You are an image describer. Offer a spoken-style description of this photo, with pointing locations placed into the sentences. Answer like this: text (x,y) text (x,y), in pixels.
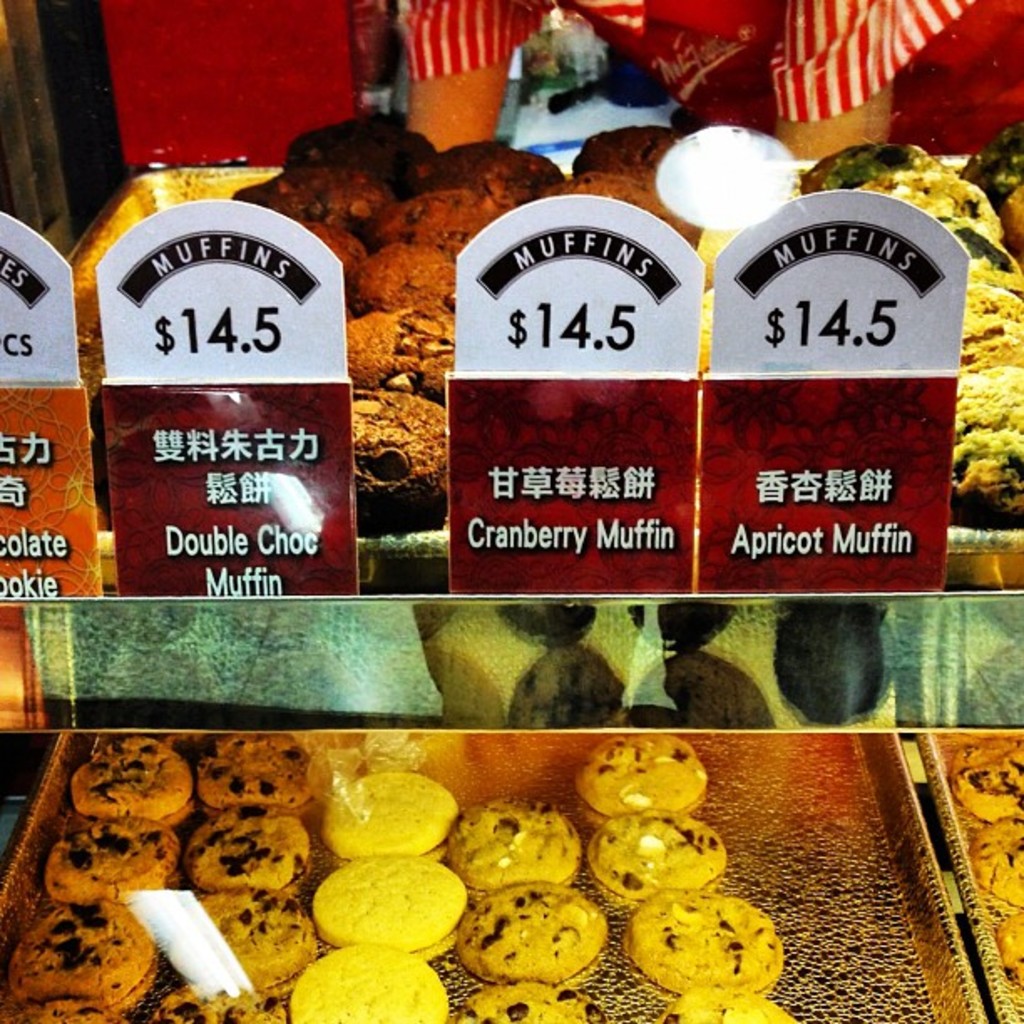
In the background (889,44) we can see the hands (847,104) of a person (847,104). In this picture we can see food (406,903) in the trays (399,891). We can see trays (962,511) on the racks (951,891). We can see boards (676,479) with some information (801,481).
